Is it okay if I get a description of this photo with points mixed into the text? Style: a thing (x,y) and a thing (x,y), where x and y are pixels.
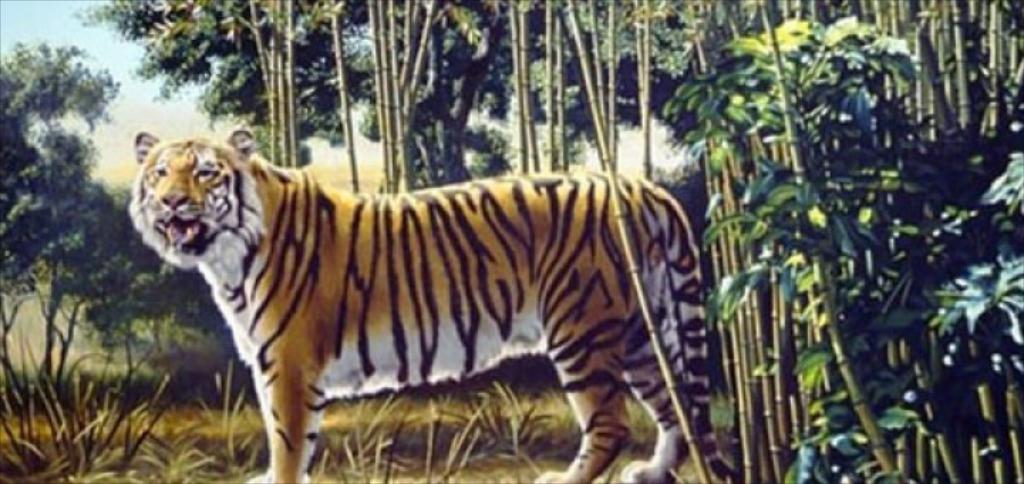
In this image there is a painting (224,293), in the painting (336,236) there is a tiger (320,219), behind the tiger (433,264) there are plants (720,210) and trees (351,92).
